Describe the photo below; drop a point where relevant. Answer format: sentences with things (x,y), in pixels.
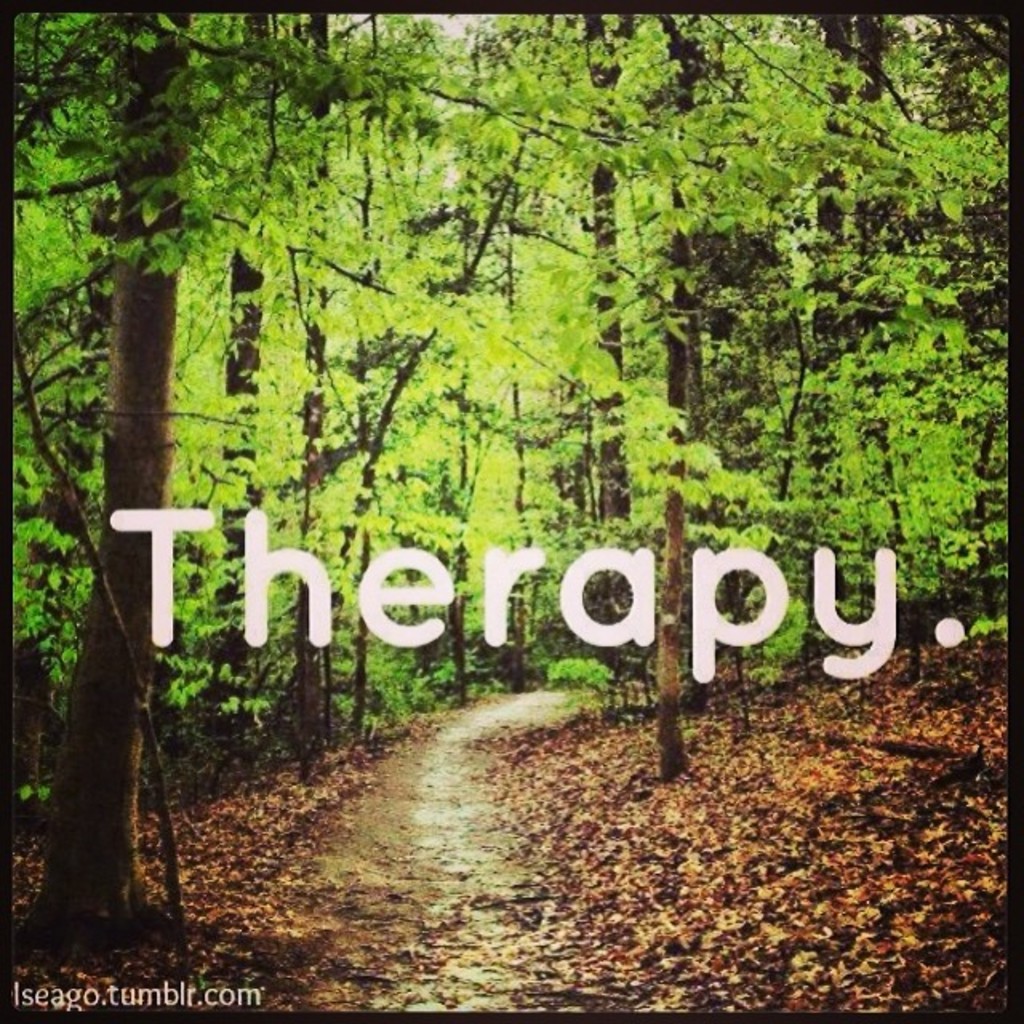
In the picture I can see trees (476,461), a path (474,761) and leaves (700,841) on the ground (642,847). I can also see watermarks (655,586) on the image.
